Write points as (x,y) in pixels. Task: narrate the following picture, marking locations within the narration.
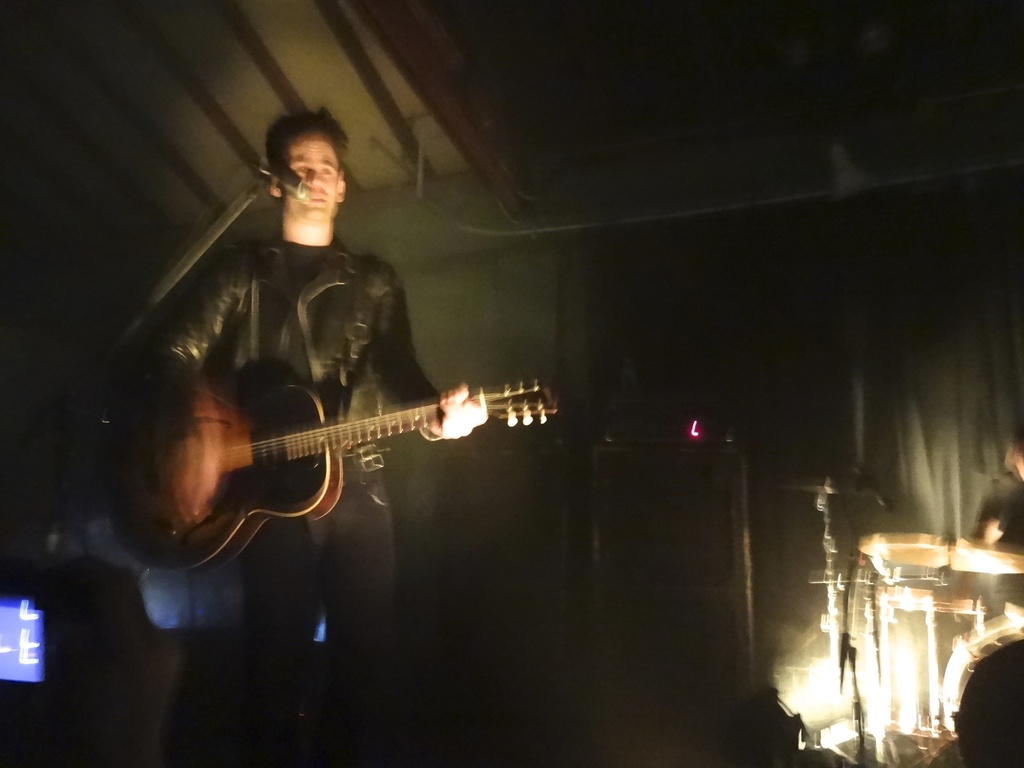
This picture shows a man (336,162) standing and playing guitar (160,508) and microphone (233,215) in front of him.
